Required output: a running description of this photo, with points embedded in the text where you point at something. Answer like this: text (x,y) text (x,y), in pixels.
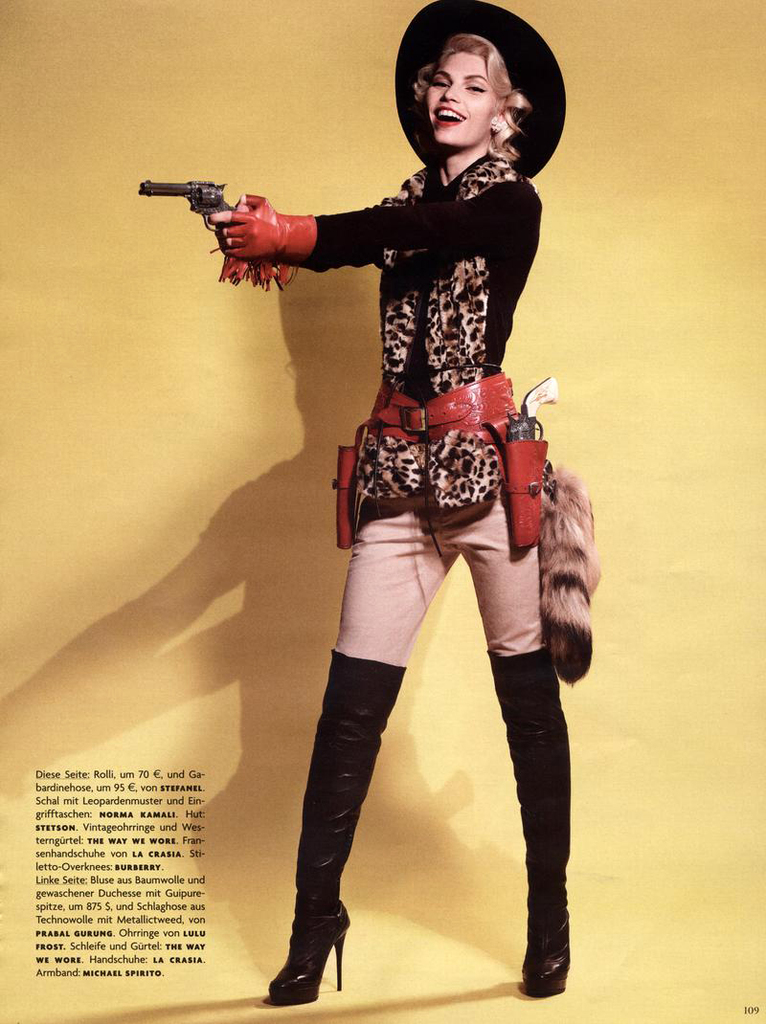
In this image, we can see a person (509,213) wearing clothes (471,198) and holding a gun (207,193) with her hands (213,223). There is text (153,809) in the bottom left of the image (135,833).
